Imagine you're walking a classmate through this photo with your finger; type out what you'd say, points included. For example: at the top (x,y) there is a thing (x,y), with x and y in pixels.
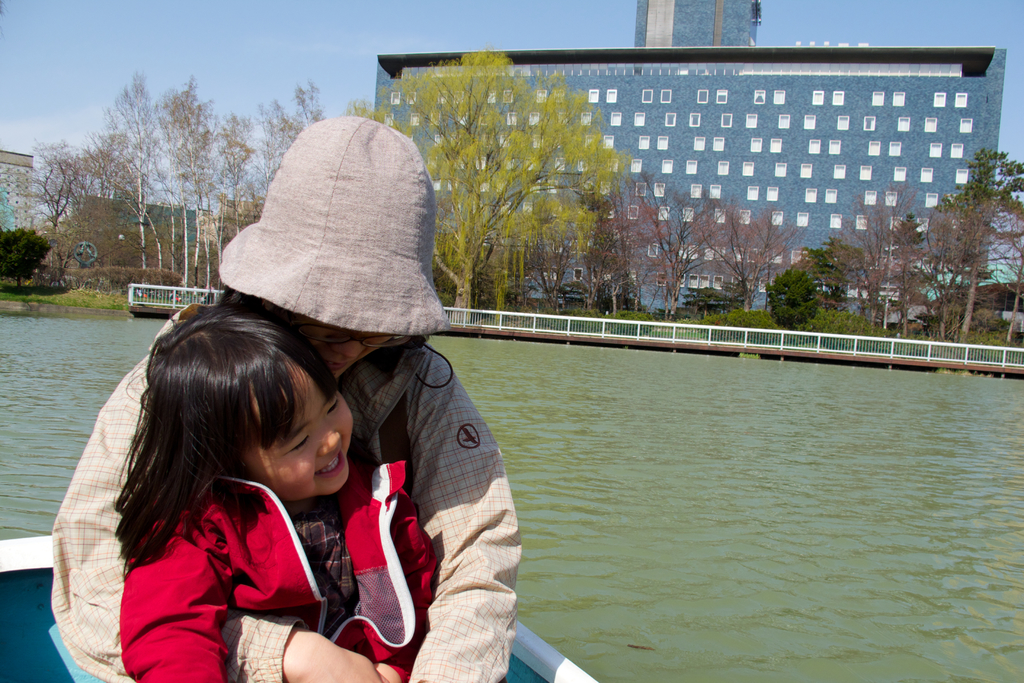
In this picture we can see there are two people (249,521) on the boat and behind the people (364,468) there is water (591,358), fence (541,318), trees (590,219) and buildings (675,166). Behind the buildings (814,144) there is a sky (439,44).
